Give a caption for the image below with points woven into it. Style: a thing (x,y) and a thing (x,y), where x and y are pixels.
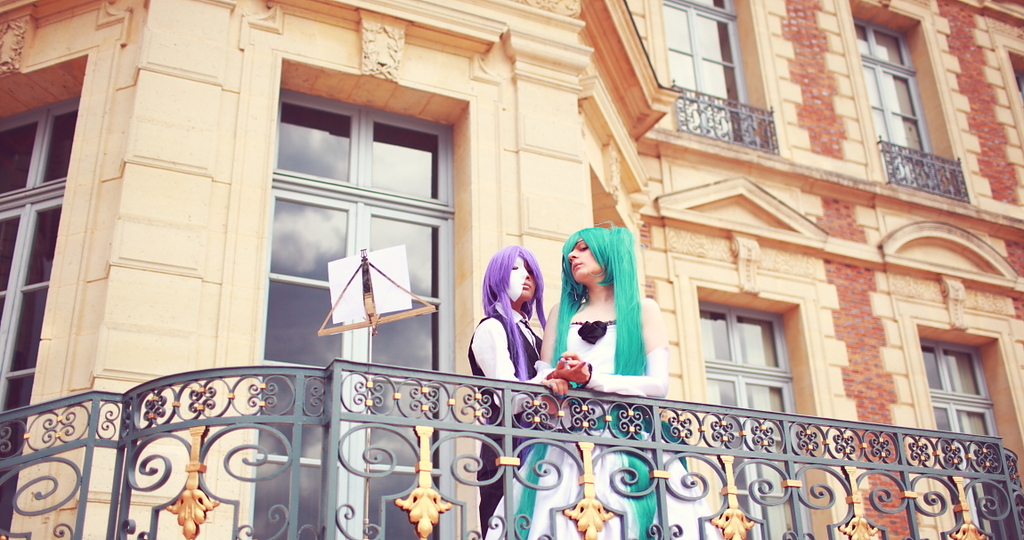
In this picture we can see two women (540,335) are standing, in the background (522,185) there is a building (561,128), we can see windows (917,121) and glasses (307,146) of this building (446,251), at the bottom (760,437) there is railing (571,435), we can see a paper stand (376,298) in the middle (374,291).
